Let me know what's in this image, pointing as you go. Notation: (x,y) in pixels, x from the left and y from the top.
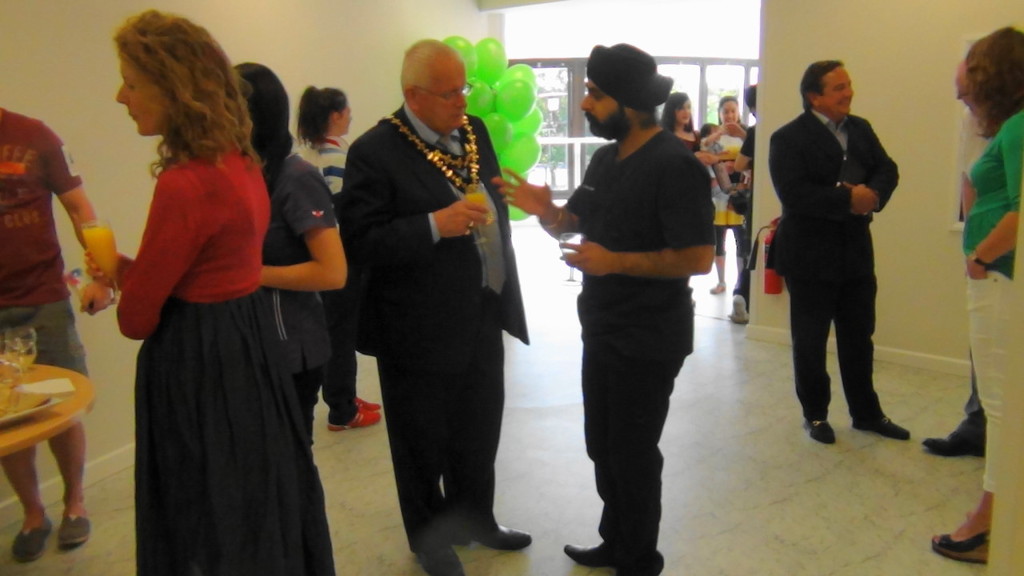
This picture is taken in a room (537,325). In the room (522,271), there are people (600,338) in the center (504,361). In the center (387,210), there is a man (442,165) wearing a blazer (453,274), trousers (414,392) and holding a glass (469,194). Before him, there is another man (659,226) wearing black clothes (650,210) and holding a glass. Behind them, there are green balloons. Towards the left (176,311) there is a woman (229,261) wearing a red top (212,235), black skirt (215,331) and holding a glass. Towards the left corner (77,412), there is a table (40,419). On the table (70,373), there are glasses (13,366). Towards the right (977,84), there are people (885,435). In the background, there are people (744,148) and trees (545,84).
